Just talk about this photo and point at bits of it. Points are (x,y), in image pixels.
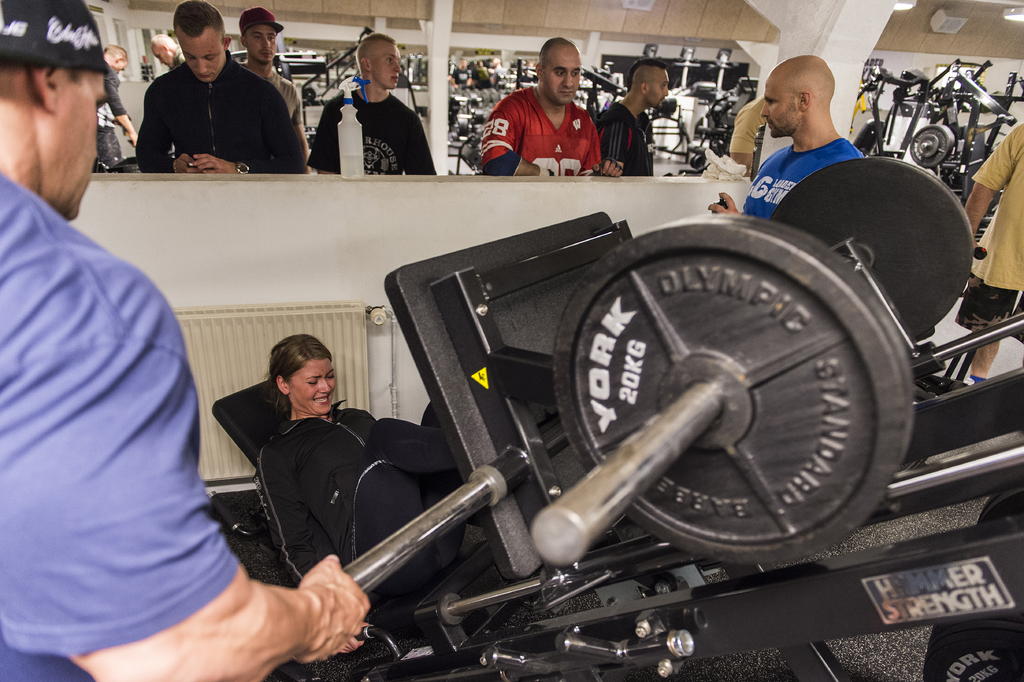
In this picture I can see a woman (412,452) performing leg press on the leg press machine (499,355), there are group of people (284,151), and in the background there are lights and gym equipment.
